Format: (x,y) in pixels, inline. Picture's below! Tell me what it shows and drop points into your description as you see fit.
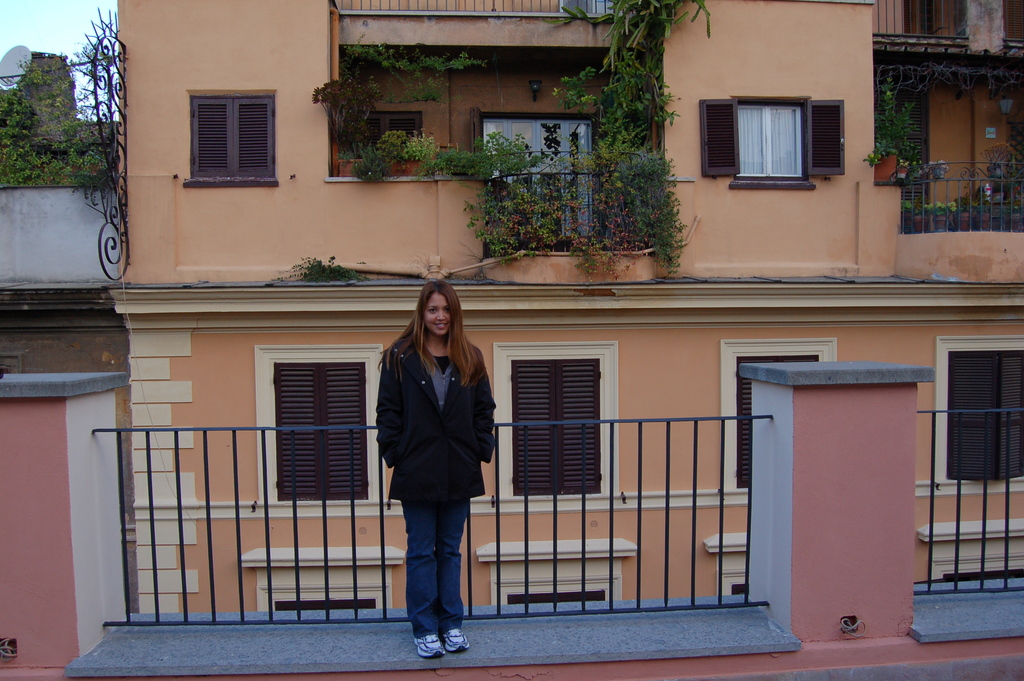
In this image we can see a woman (421,595) standing on the floor (400,649) and leaning to the railings (556,449). In the background (523,187) there are buildings (781,236), plants (642,166), creepers (590,186), windows (727,175) and sky (67,23).
